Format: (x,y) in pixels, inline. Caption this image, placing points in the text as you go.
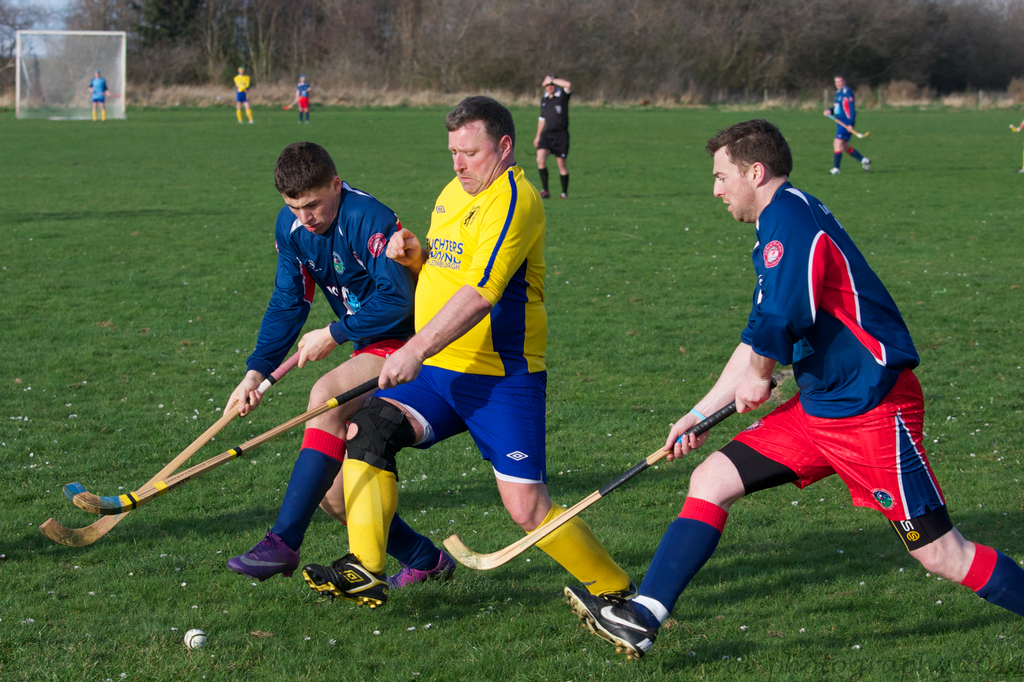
In this picture we can see a group of people (503,446) on the ground (553,468), some people (521,505) are holding sticks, here we can see a ball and in the background (629,332) we can see trees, grass (567,286) and an object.
